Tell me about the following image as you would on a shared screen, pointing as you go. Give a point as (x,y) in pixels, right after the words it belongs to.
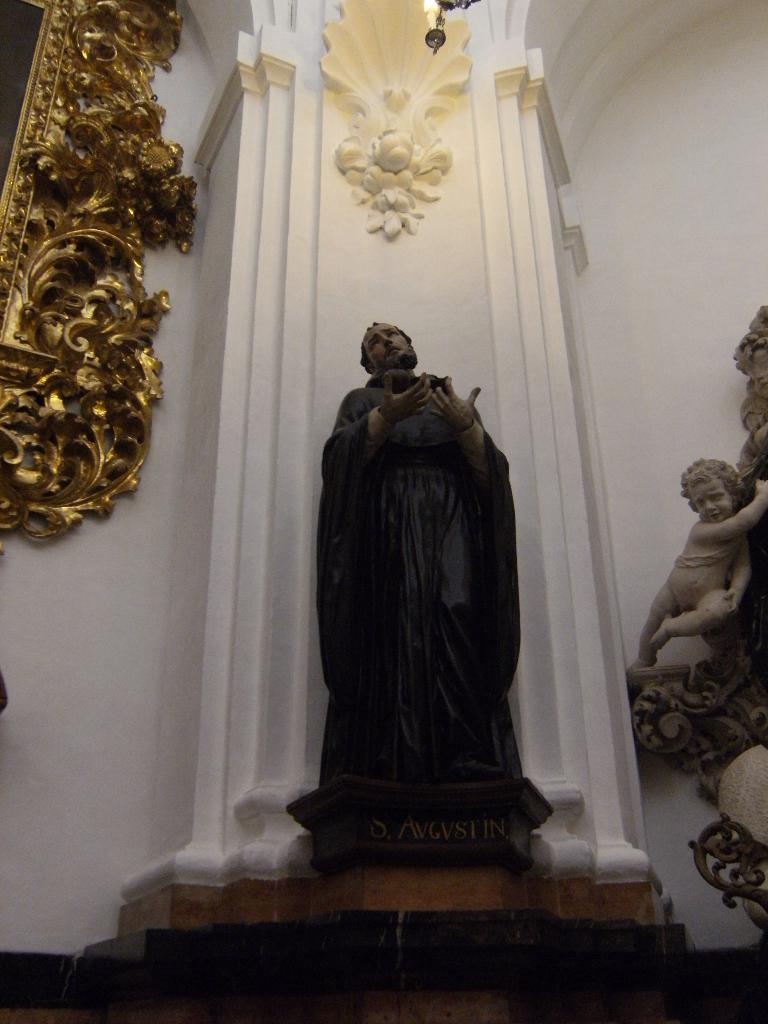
In the image there is a sculpture (407,408) in front of a pillar (529,531) and beside that there is another statue (707,615) and on the left side (121,351) there is a carving (85,80) done around a frame (27,199).
